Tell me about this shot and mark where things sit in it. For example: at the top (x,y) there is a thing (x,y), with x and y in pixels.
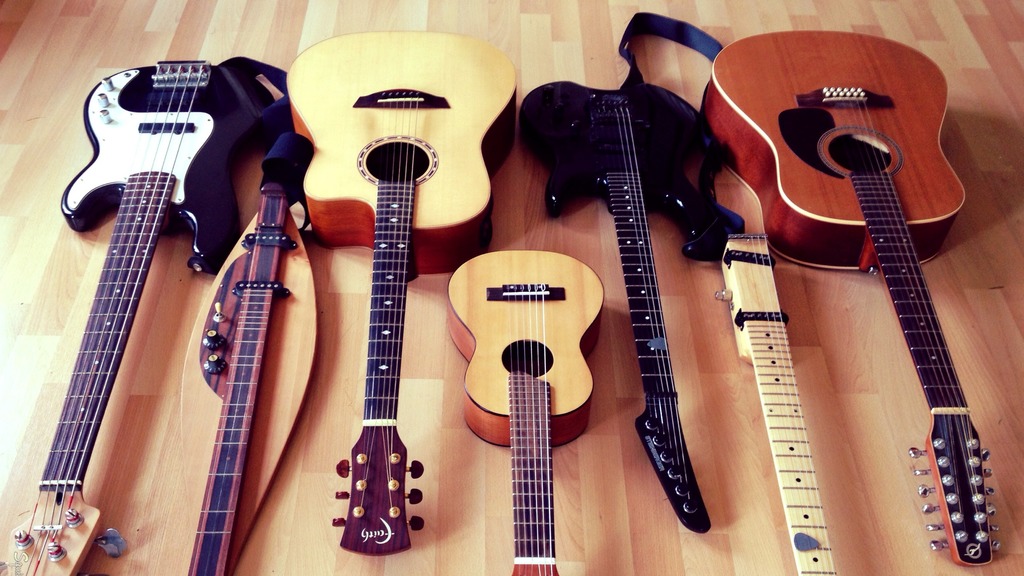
There are group of musical instruments (450,259) which is on the floor (983,273) is shown in this image.
